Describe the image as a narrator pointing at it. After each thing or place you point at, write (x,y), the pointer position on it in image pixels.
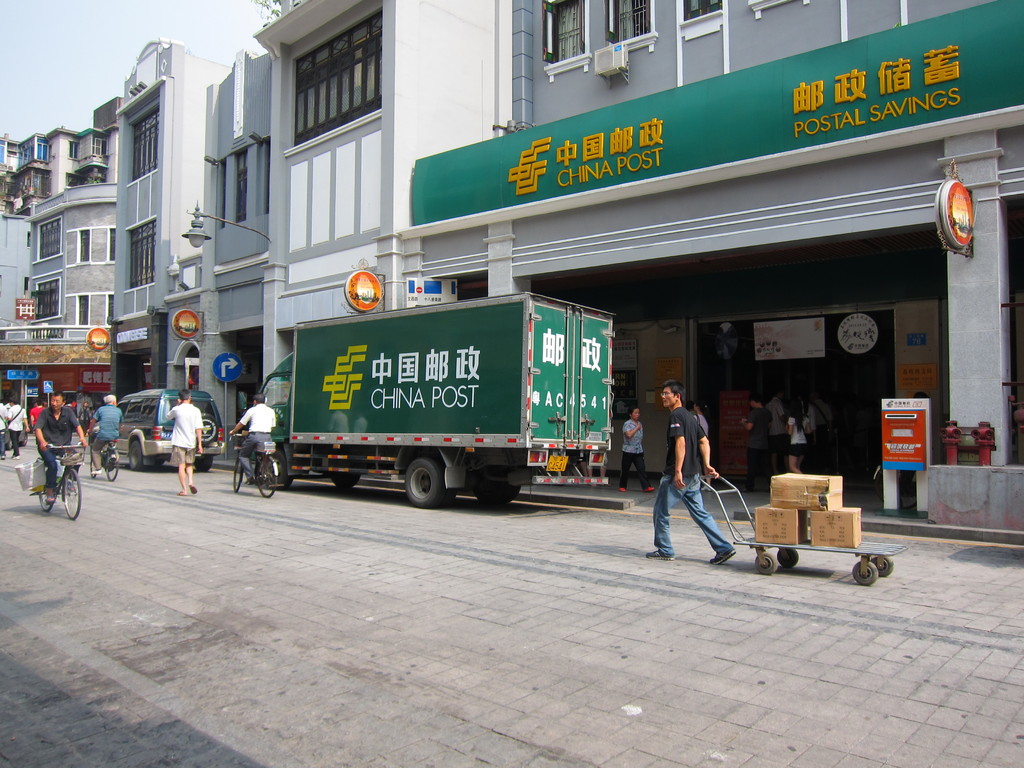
In this picture there is a man (655,513) who is wearing t-shirt (680,417), spectacle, jeans (664,507) and shoe (659,557). He is holding a trolley (756,551). On the trolley (790,550) we can see the carton boxes (828,518). In-front of him there is a truck (480,427) which is parked near to the building (673,316), beside the truck (486,413) we can see two persons (244,472) were riding a bicycle (259,465). On the left (208,422) there is a car (208,422) which is parked near to the sign boards (215,369). In the top left corner (52,16) we can see sky (85,6) and tree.
